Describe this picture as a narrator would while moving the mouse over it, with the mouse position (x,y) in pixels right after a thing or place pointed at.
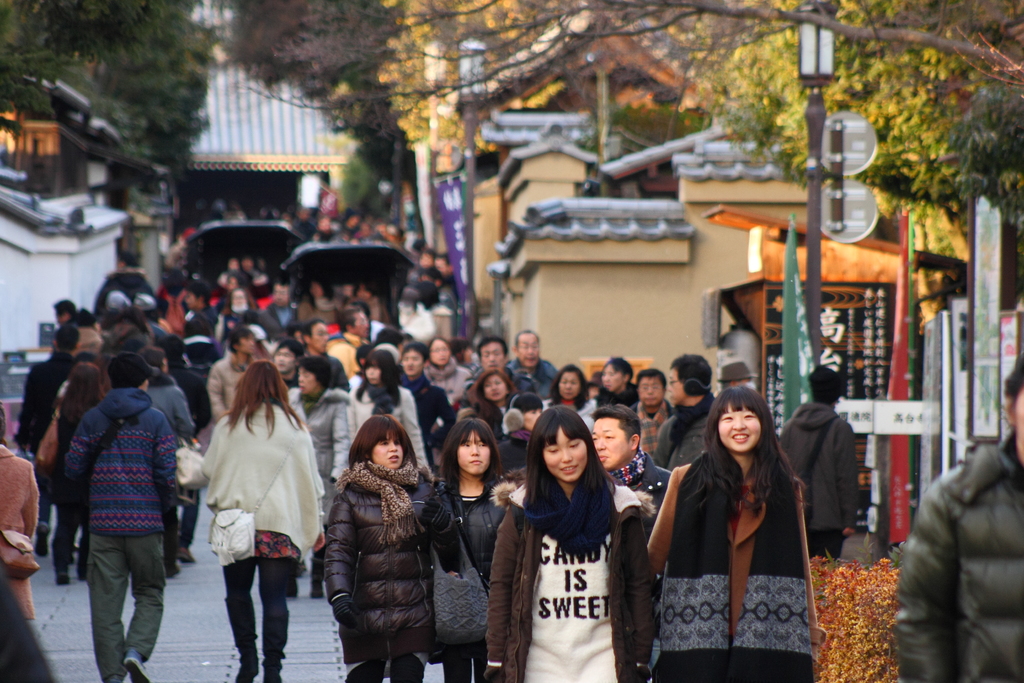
In this image few persons (326,467) are walking on the road (201,589). Beside there are few street lights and flags (796,364). Few persons (435,525) at the front side of image (466,538) are wearing jackets (808,581). A person (385,577) wearing a scarf (402,523) is carrying a bag (437,573). In background (562,242) there are few buildings (506,183) and trees (780,82).
